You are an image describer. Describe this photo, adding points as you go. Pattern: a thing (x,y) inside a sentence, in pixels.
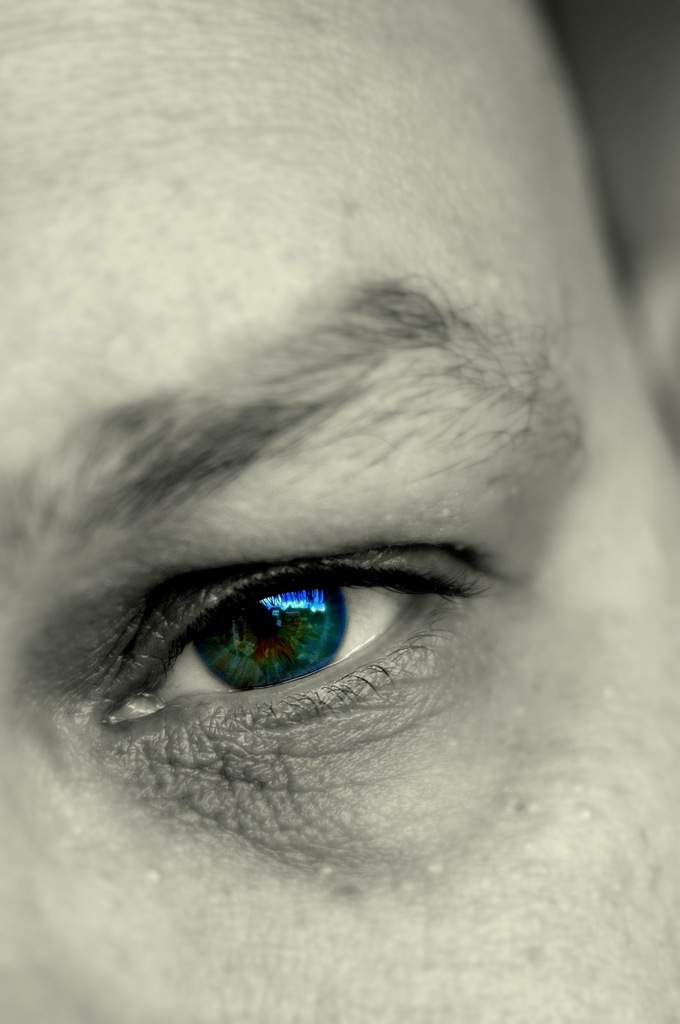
In this image we can see a person's eye (393,588).
